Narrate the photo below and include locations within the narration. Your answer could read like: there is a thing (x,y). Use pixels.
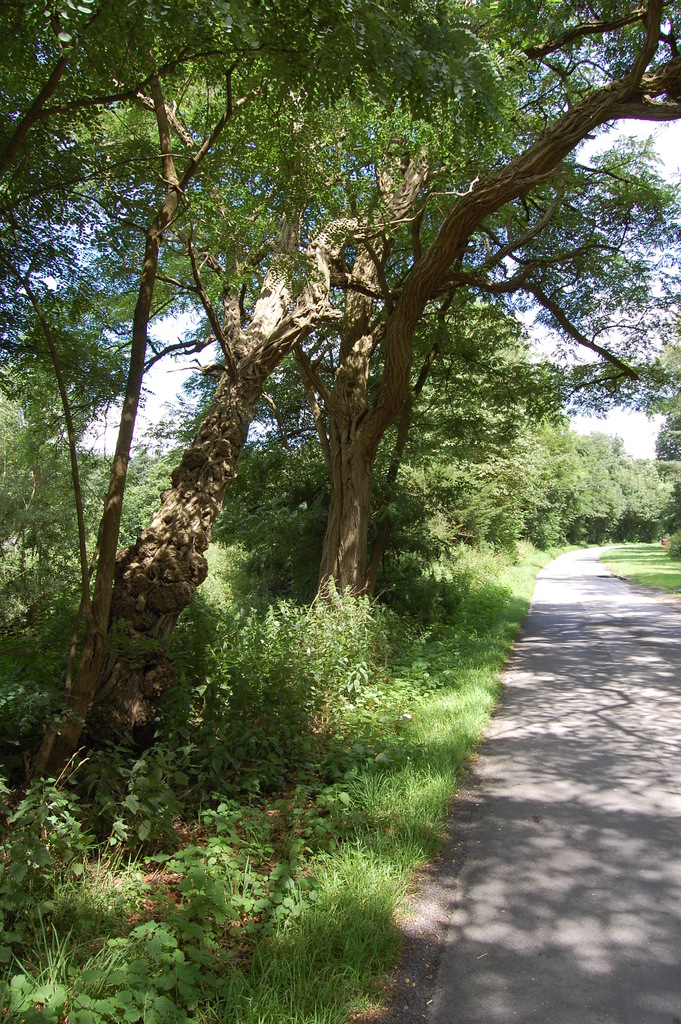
In this image we can see there are trees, plants (446,636), road (599,563), grass (630,560) and the sky (636,426).
